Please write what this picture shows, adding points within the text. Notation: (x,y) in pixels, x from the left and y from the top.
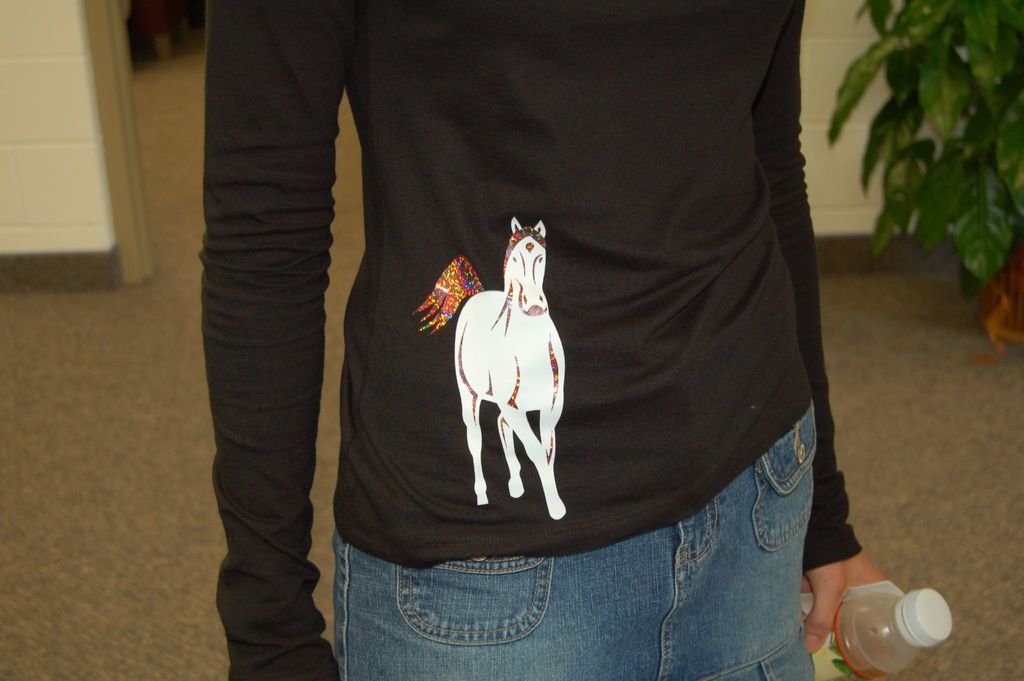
In this image, we can see a person (688,264) standing and holding a bottle (883,656), in the background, we can see a wall (1,124) and there is a green plant (962,130) on the right side (985,148).
